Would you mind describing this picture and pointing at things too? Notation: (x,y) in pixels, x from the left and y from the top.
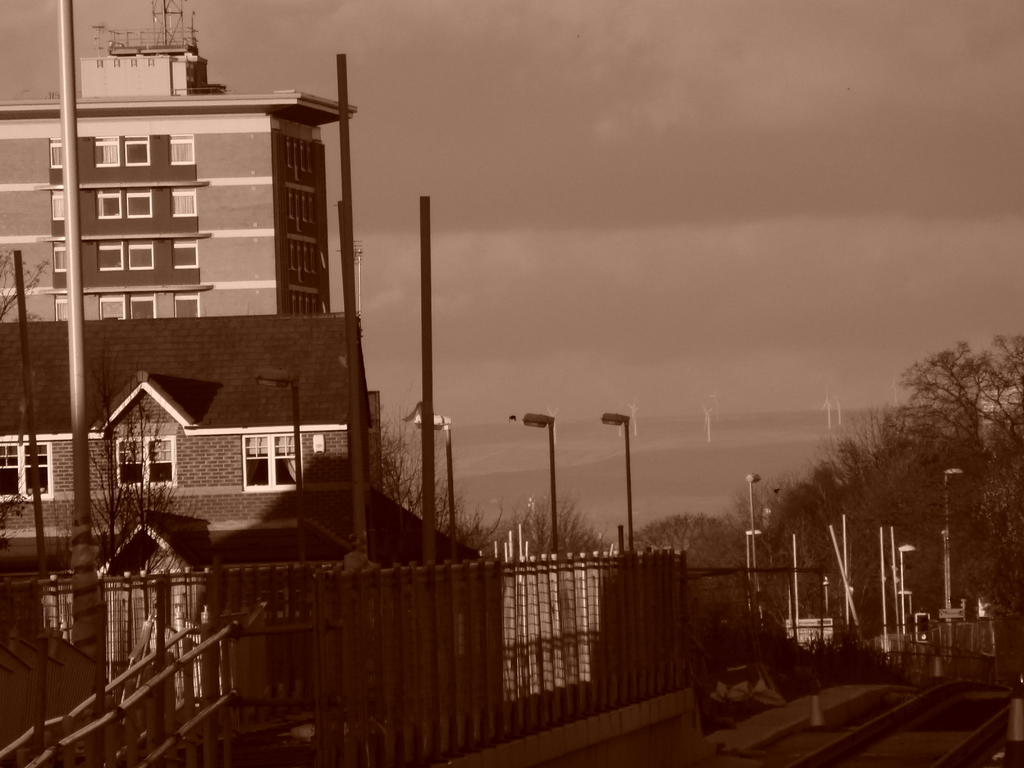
In this picture I can see buildings (310,453), fence (527,592), street lights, poles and tower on the building (10,193). In the background (729,265) I can see trees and sky (627,300).
